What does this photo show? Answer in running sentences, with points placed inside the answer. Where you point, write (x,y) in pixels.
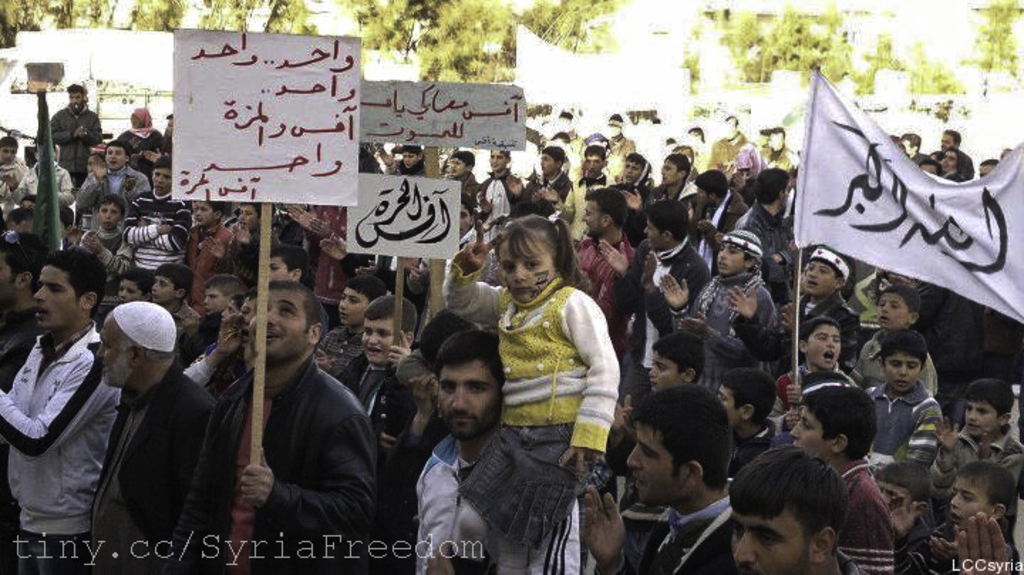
In this image I can see number of persons (289,259) are standing and holding boards (296,47) which are white in color in their hands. In the background (165,100) I can see few buildings (149,91), few trees (455,36) and few other objects (583,58).
